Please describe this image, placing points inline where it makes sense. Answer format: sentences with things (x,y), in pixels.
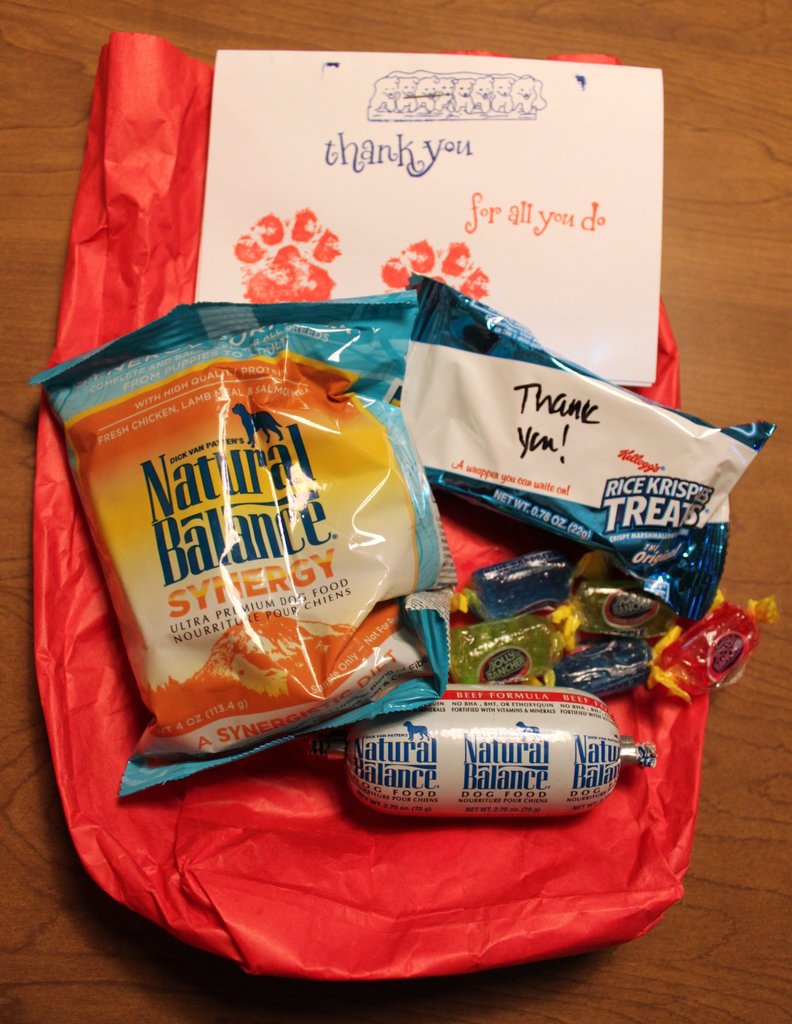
In this image we can see few candies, packets (337,420) and a paper (320,170) with text (344,155) and design (403,270) on the table (739,829).
